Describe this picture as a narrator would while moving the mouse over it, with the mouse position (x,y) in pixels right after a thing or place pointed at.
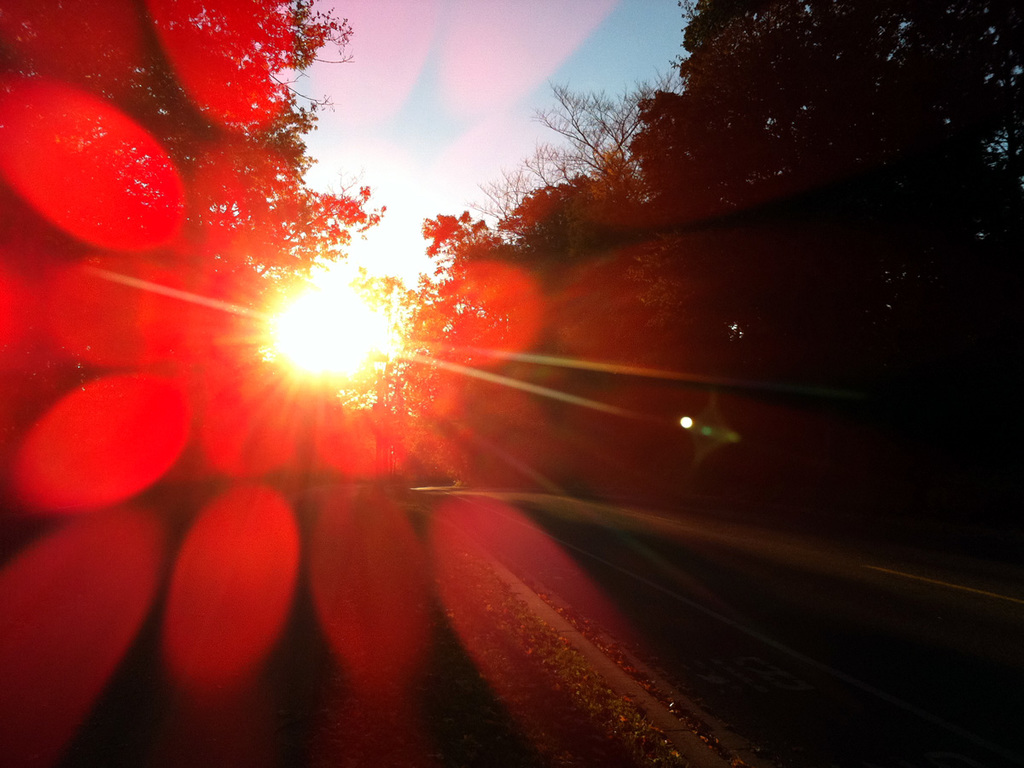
In this picture there is sun (296,350) on the left side of the image (318,327) and there is light (118,174) focused in red in color and there are trees (385,373) in the image, there is sky (434,52) at the top side of the image (477,48).
